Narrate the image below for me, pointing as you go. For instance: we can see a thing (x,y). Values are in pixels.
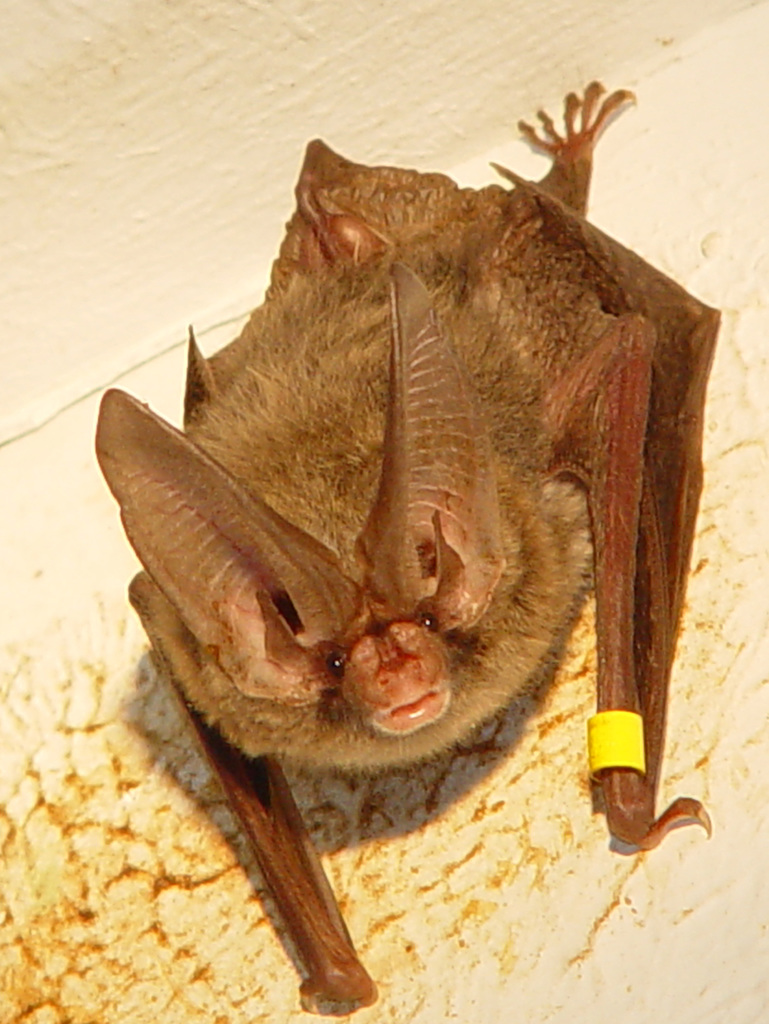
In this image we can see bat (452,527) which is stick to the wall (5,971).
